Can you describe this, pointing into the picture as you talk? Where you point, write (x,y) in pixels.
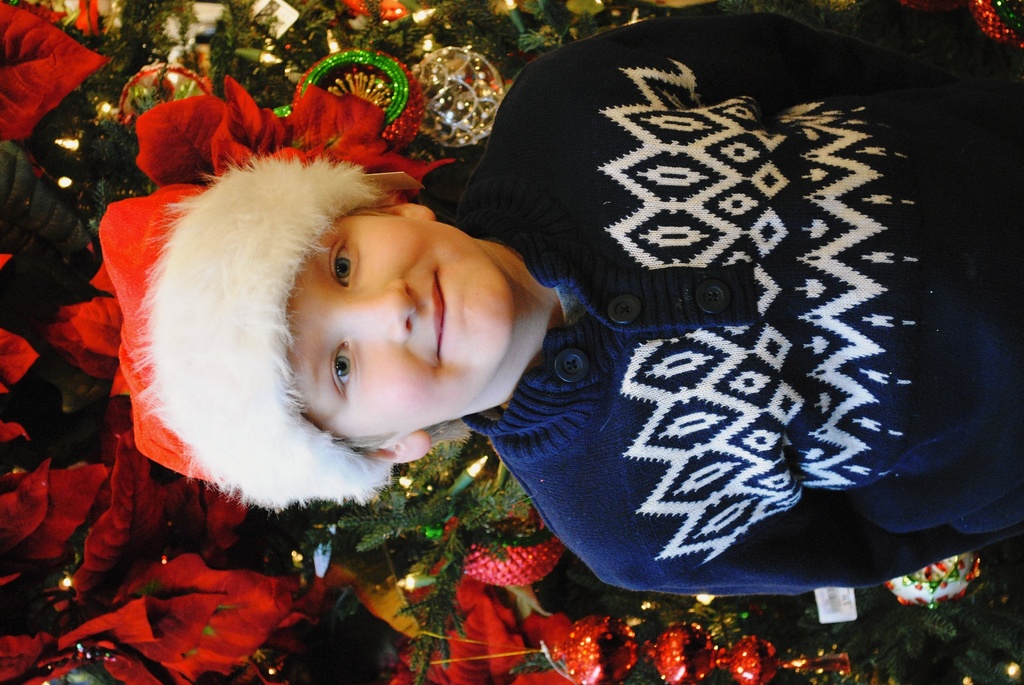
As we can see in the image there is a boy (340,307) wearing hat (154,403) and blue color jacket (845,366). Behind him there are leaves (46,542).
